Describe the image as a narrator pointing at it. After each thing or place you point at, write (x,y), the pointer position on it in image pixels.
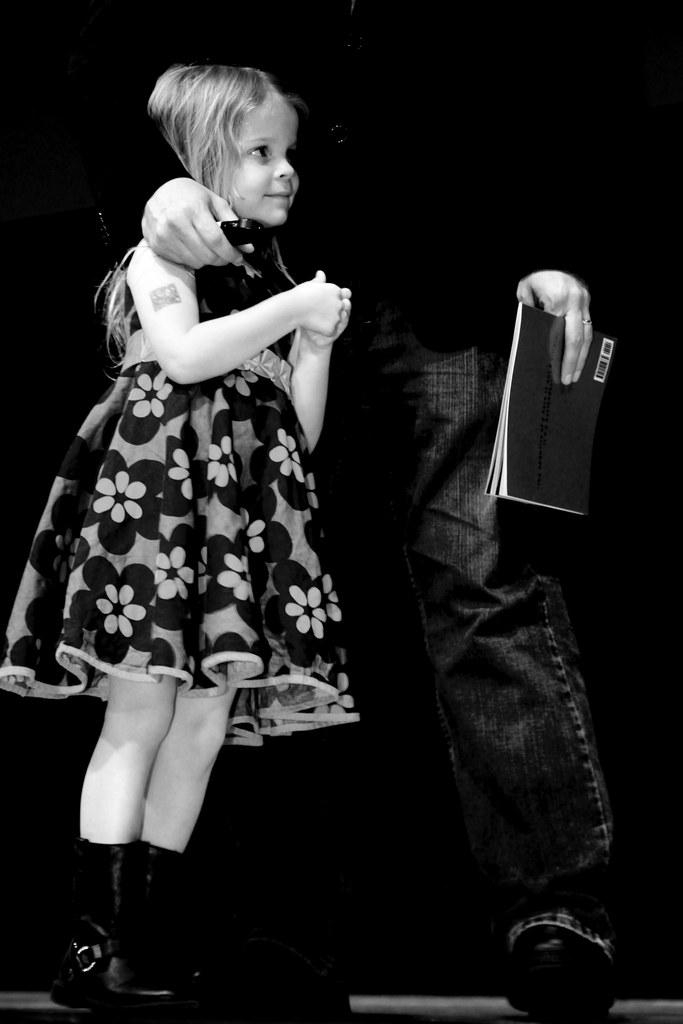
This is a black and white picture. Here we can see a girl (215,551) and a person (379,382) holding a book (524,490) who is truncated. There is a dark background (8,327).
